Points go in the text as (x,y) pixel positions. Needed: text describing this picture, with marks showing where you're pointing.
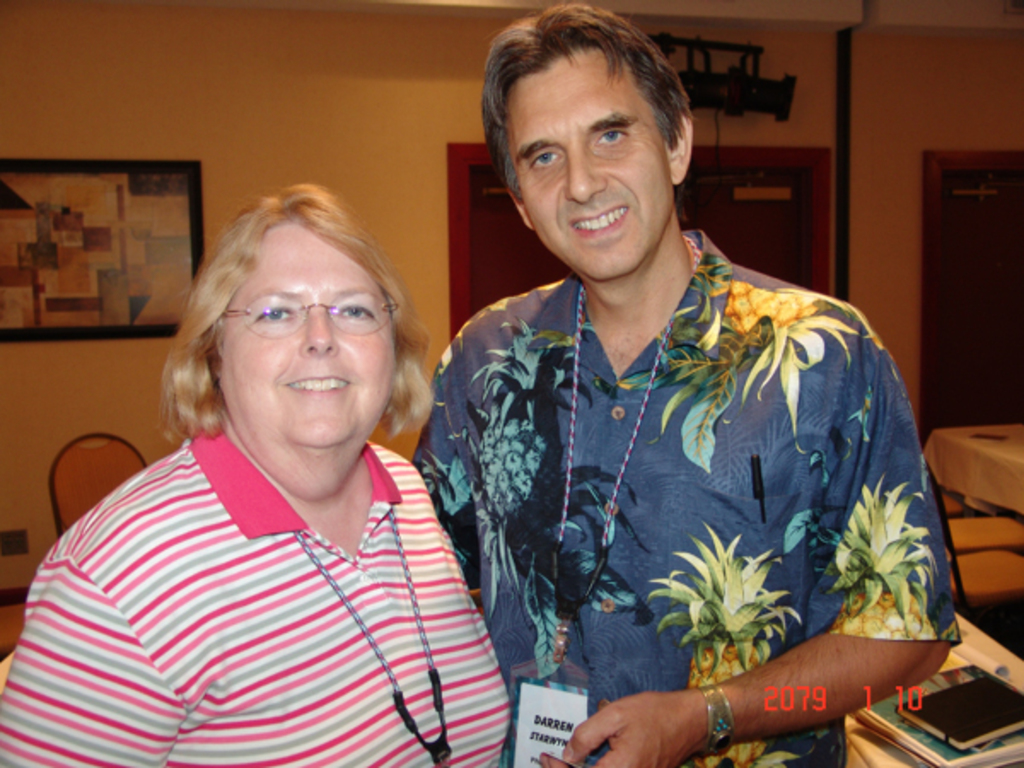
In this picture we observe two people (446,548) posing for a picture and in the background (135,190) we observe a board (135,232) attached to the background (148,231) and there is a watermark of a number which is 2079110 down the image.
